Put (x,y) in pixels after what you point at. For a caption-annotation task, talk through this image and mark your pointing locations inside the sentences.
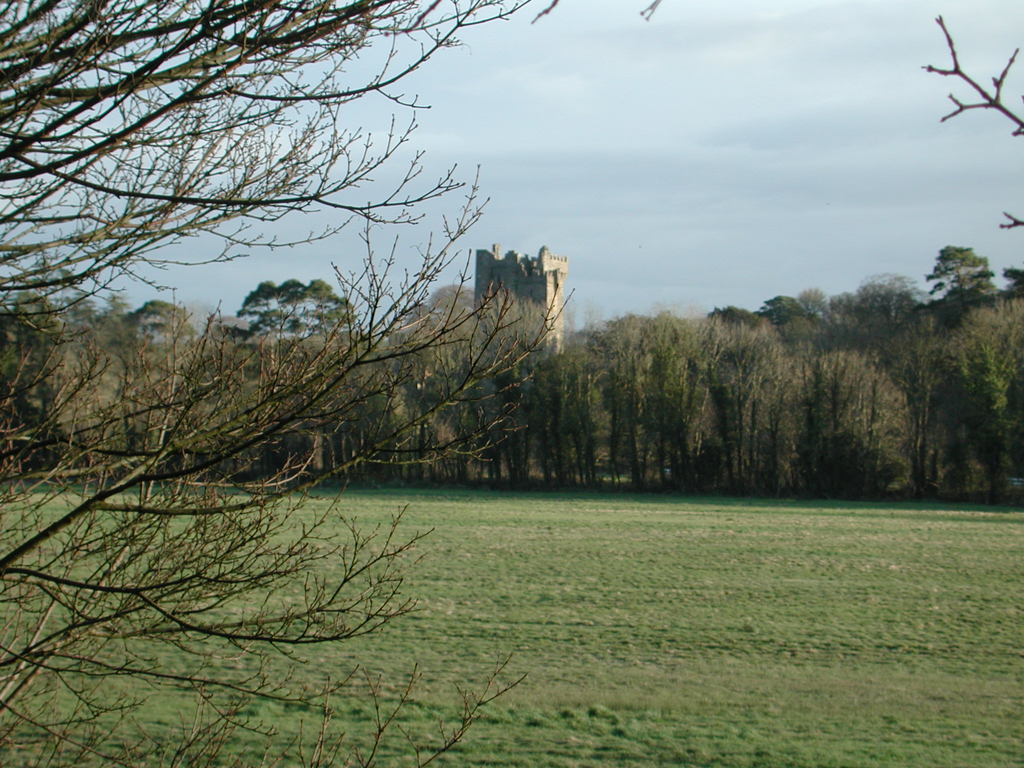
At the bottom of the image (969,519) we can see grass (999,754). In the middle of the image (638,484) we can see some trees (455,312) and castle (515,268). At the top of the image (988,214) we can see some clouds (738,251) in the sky (734,235).
